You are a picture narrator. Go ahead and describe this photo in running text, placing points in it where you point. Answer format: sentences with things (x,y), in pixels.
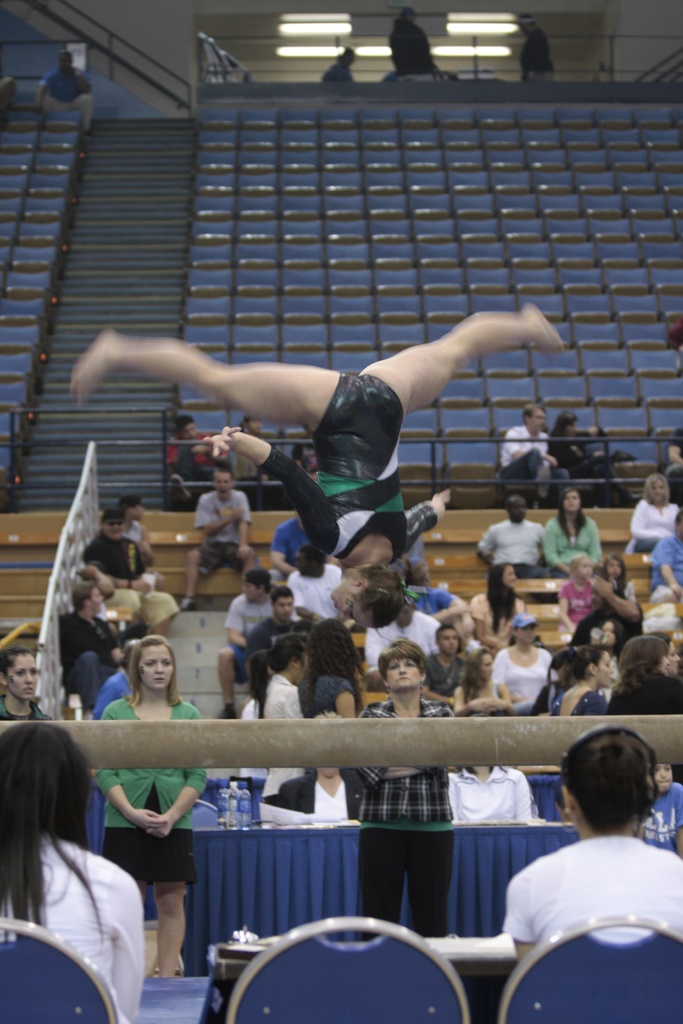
In this picture I can see a person (350,531) jumping, there are group of people (333,642) standing, there are group of people (627,818) sitting on the chairs (423,468) and on the benches (454,513), there are bottles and some other objects (330,818) on the tables (252,947), there are stairs (124,450) and lights (474,31).
